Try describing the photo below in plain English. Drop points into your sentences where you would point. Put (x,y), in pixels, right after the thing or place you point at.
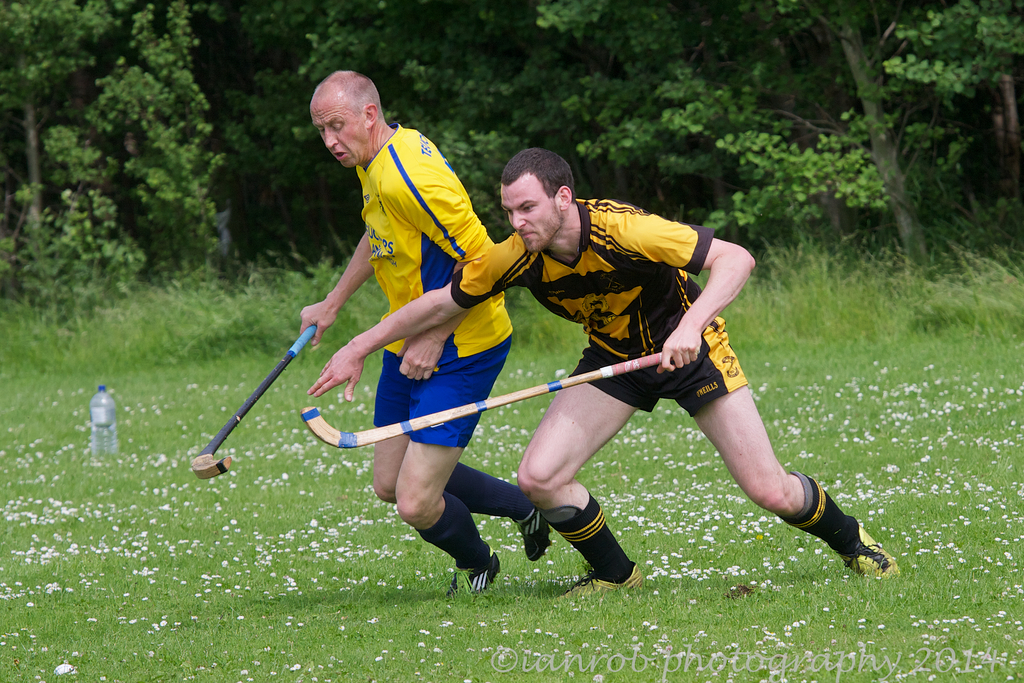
In this image there are two men (440,337) running on the ground (354,537). They are holding hockey sticks (453,418) in their hands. There is grass (681,583) on the ground (141,446). To the left (101,441) there is a water bottle (100,429) on the ground (93,372). Behind them there are trees (774,69). In the bottom right (757,652) there is text (714,659) on the image.
